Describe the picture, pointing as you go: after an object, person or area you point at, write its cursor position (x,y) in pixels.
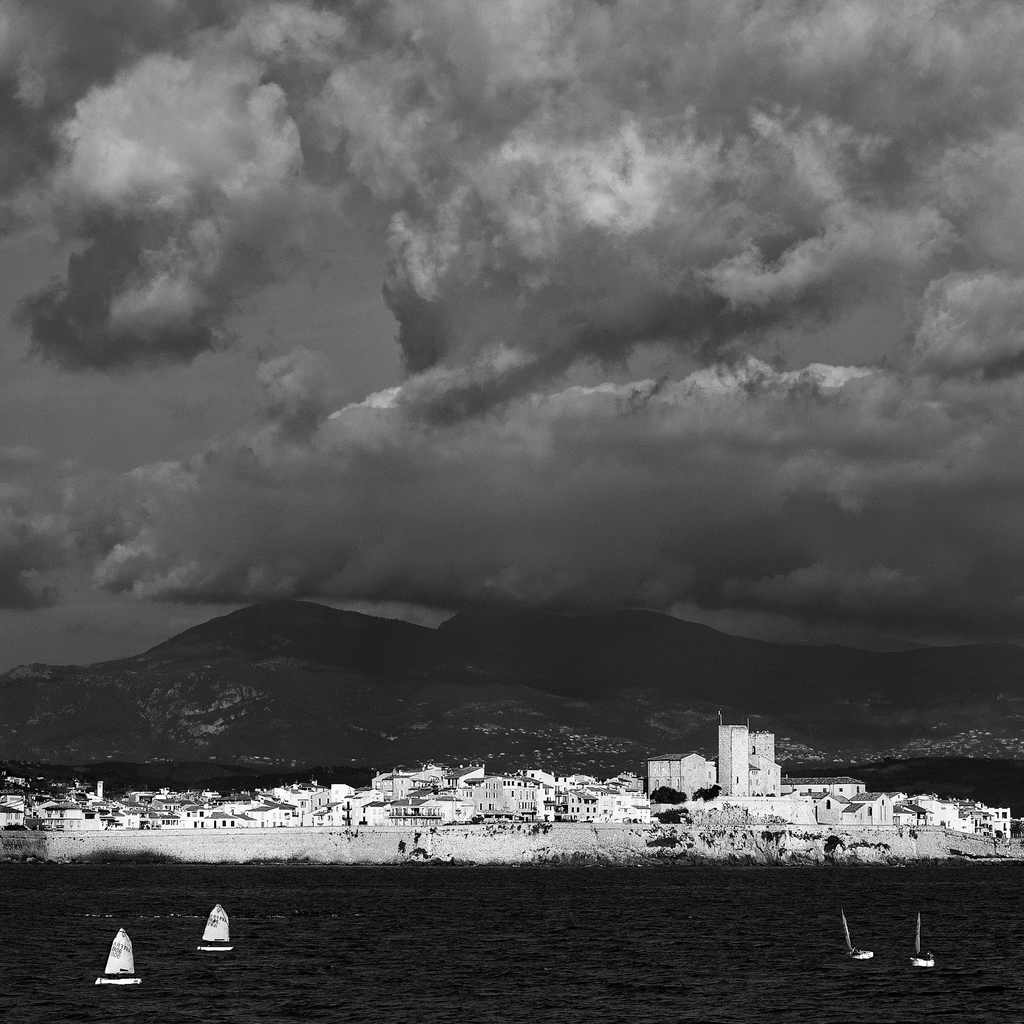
In the picture we can see white and black photography of a water surface (970,966) with some boats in it and far away from it, we can see houses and buildings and behind it we can see the sky (811,434) with clouds (602,480).
